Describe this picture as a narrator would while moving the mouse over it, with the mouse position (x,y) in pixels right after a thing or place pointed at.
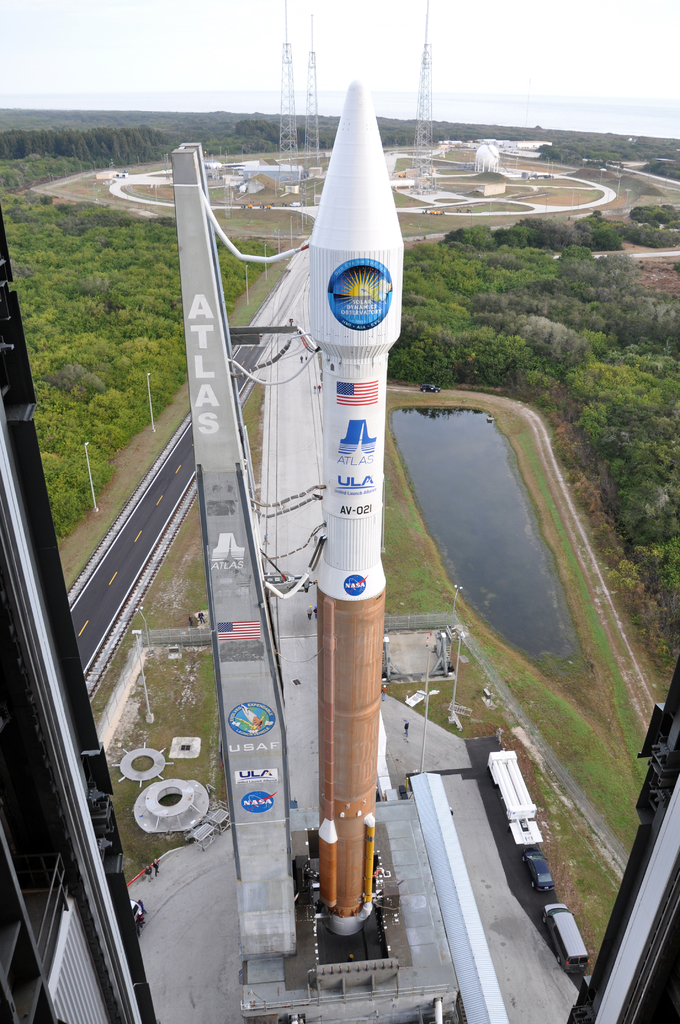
In this picture there is a rocket (400,275) in the center of the image (341,621), there are vehicles (561,954), grassland (599,896), and water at the bottom side of the image (135,732), there are towers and trees (98,261) in the background area of the image (69,306).
